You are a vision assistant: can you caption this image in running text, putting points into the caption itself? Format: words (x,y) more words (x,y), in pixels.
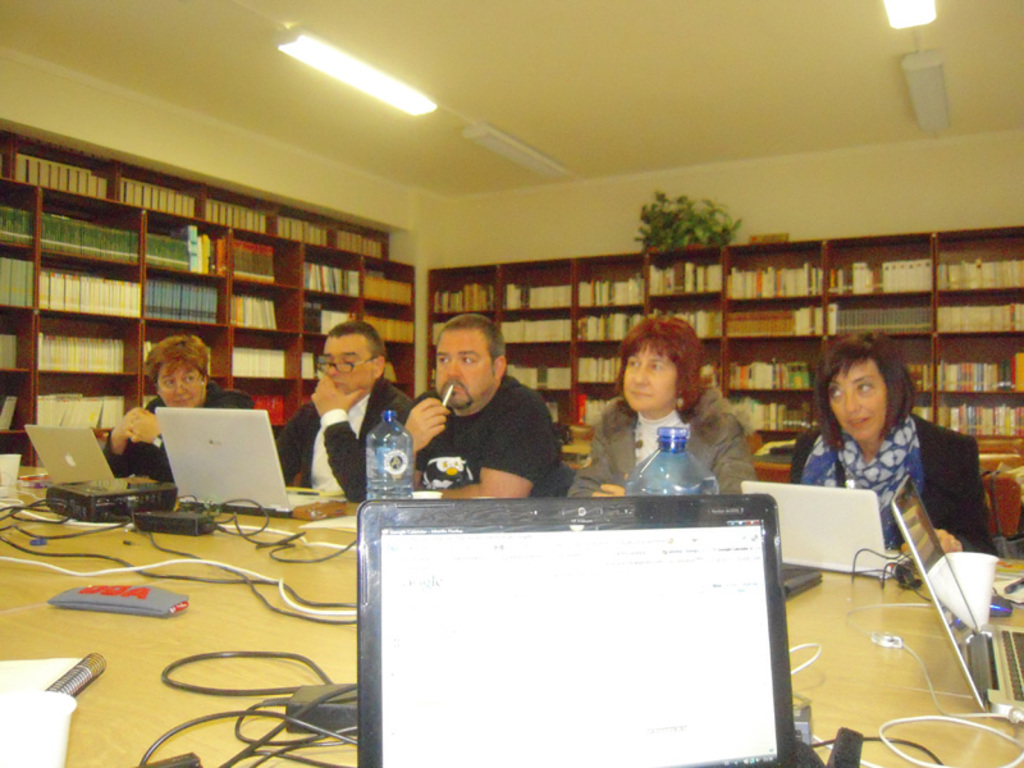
In this picture we can see a group of people (384,402), in front of them we can see a table (186,634), on this table (226,634) we can see laptops (281,495), bottles (403,477), wires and some objects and in the background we can see a wall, books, shelves (436,364), plant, lights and a roof (1020,109).
